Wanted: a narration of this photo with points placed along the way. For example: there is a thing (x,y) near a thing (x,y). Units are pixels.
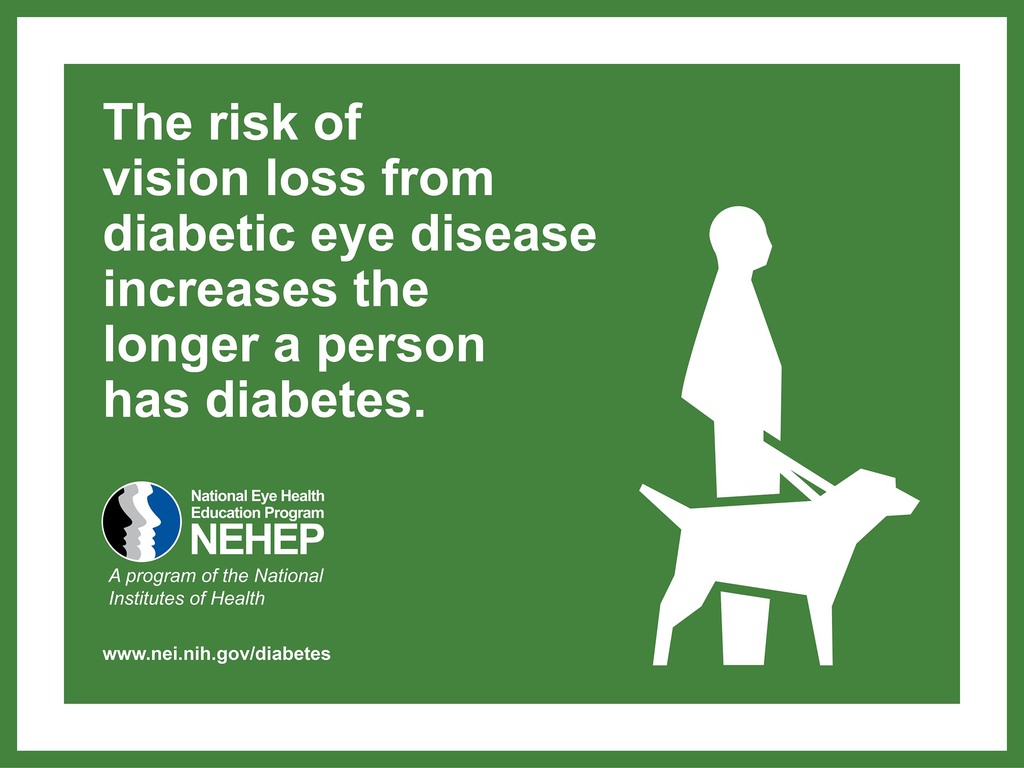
This image is a poster. On the right (738,383) there is a person (738,383) and a dog (761,559). On the left (284,515) there is a logo (195,547) and text (241,508).
